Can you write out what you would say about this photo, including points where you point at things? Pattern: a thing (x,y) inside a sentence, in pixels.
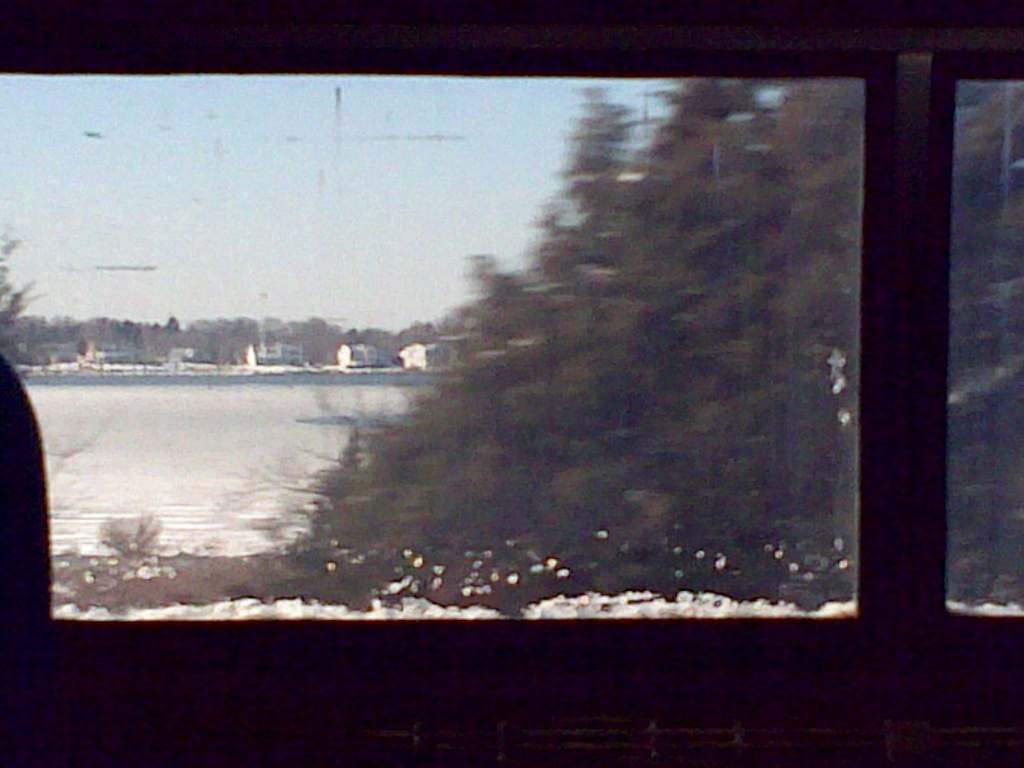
In the foreground of this picture (181,682) we can see there are some objects (888,556) which seems to be the windows (937,327) and through the windows (954,321) we can see the sky (353,162), trees (824,222), snow (330,467) and many other objects (340,355).
